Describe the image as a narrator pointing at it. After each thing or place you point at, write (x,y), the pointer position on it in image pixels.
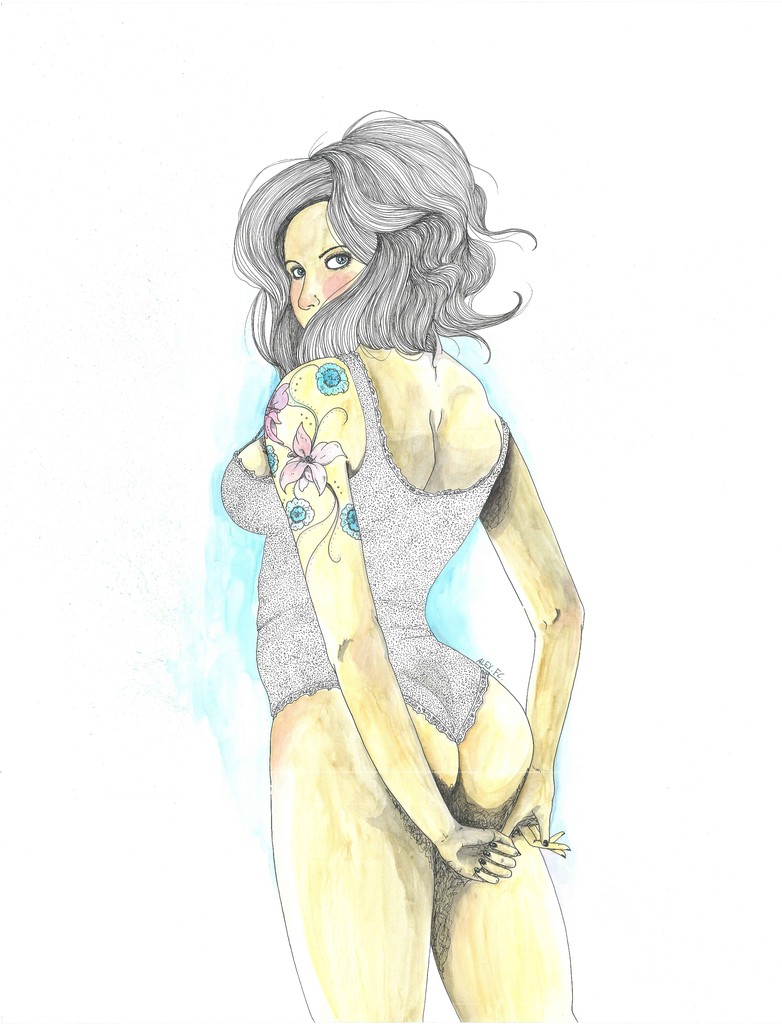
There is a painting (446,273) in which, there is a woman (318,635) in bikini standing and keeping both hands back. And the background (713,887) is white in color.
